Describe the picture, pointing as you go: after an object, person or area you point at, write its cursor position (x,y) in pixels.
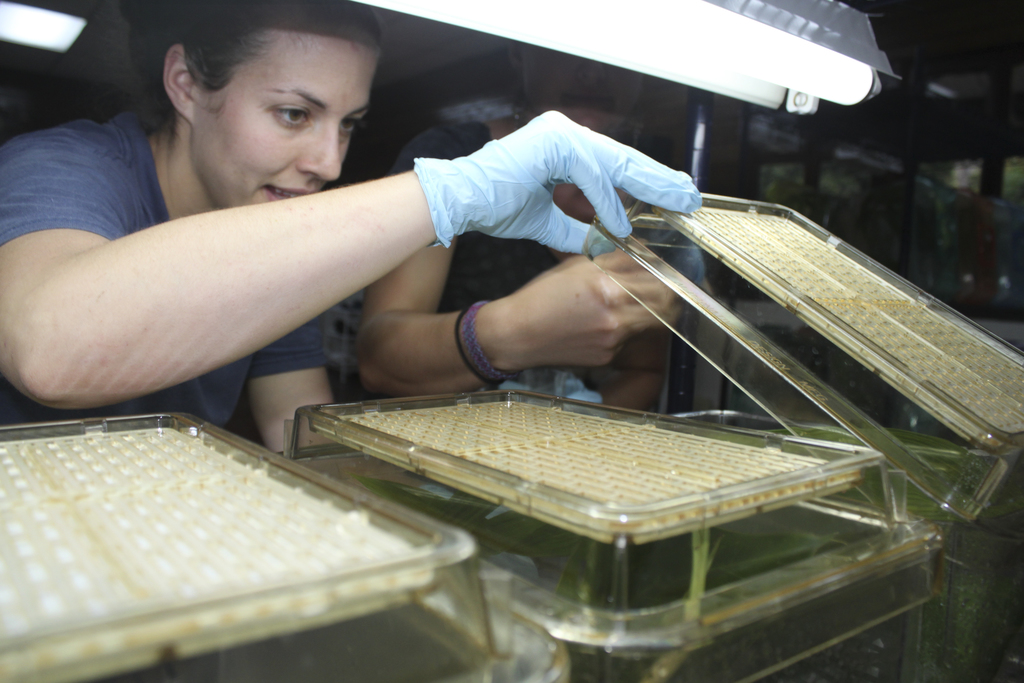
In this picture there is a woman (253,224) who is wearing t-shirt (133,214) and glove (501,200). She is standing near to the boxes (497,600). In that boxes (787,405) I can see some plants (703,570). At the top (721,37) I can see the tube lights (607,23). Beside her I can see another woman (552,355) who is standing near to the pipe (677,371).
